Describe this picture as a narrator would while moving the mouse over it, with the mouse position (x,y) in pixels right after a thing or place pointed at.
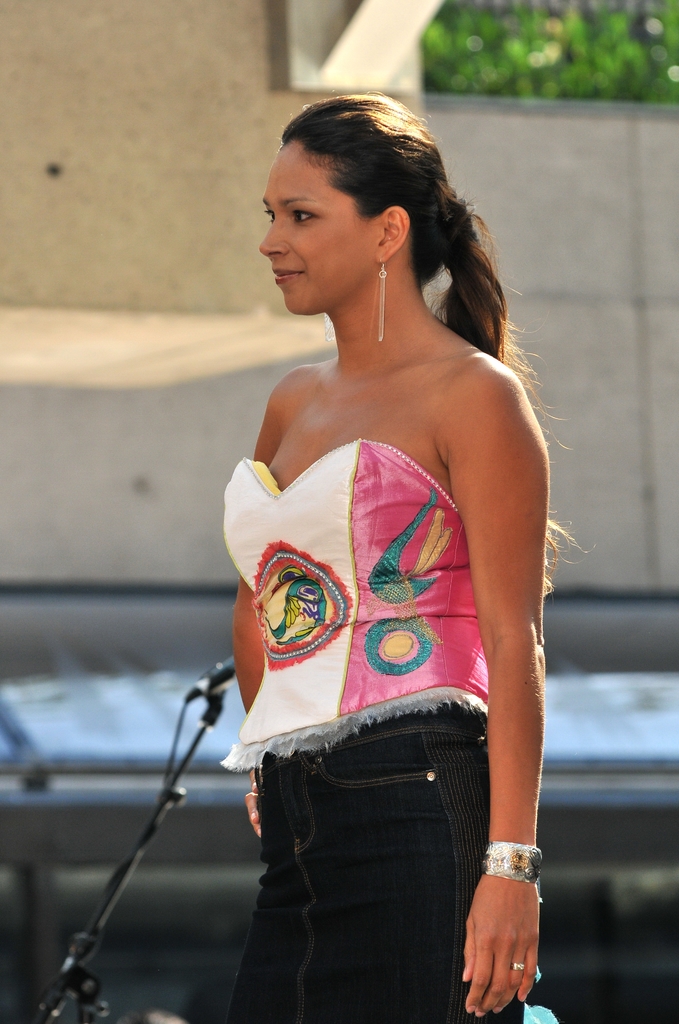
In this image we can see a lady (278,510), there is a mic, and stand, also we can see the wall (577,459), plants (623,66).
